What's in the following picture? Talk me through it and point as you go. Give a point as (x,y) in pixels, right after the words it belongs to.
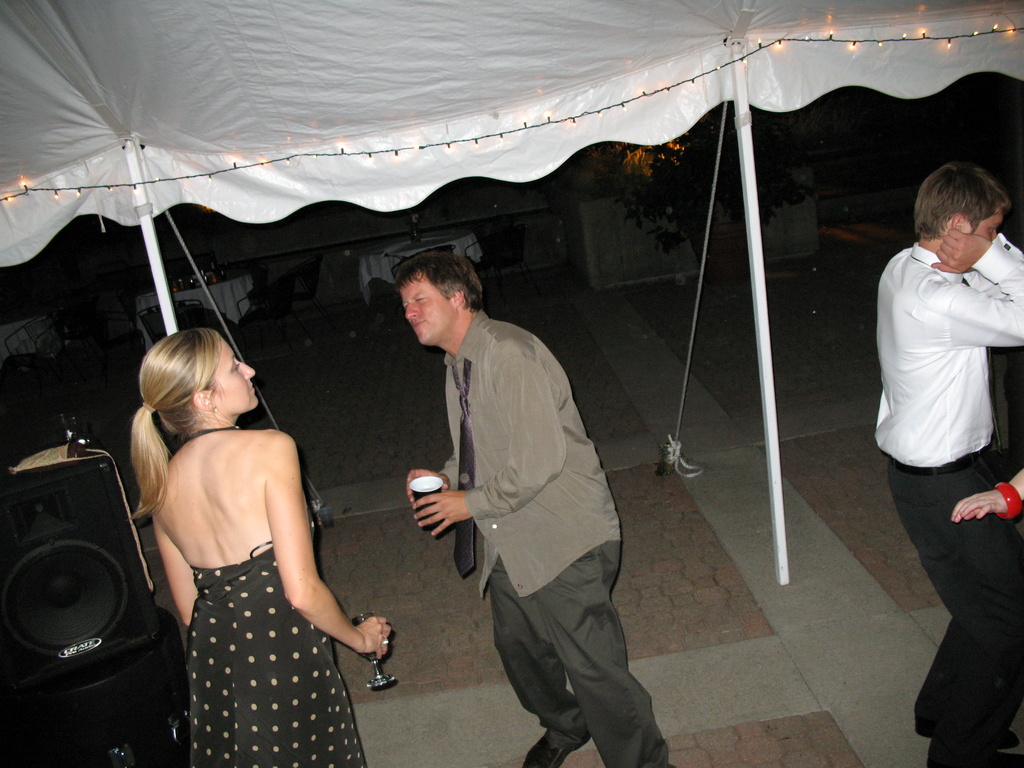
In this image I can see two men (578,461) and a woman (281,550) are standing on the ground (624,429). I can see a black colored speaker (66,610), a white colored tent (267,156), few lights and few white colored poles (743,123). In the background (438,243) I can see few tables (438,243), few chairs (288,284), few objects (187,289) on the tables (387,247) and a tree (678,142).
